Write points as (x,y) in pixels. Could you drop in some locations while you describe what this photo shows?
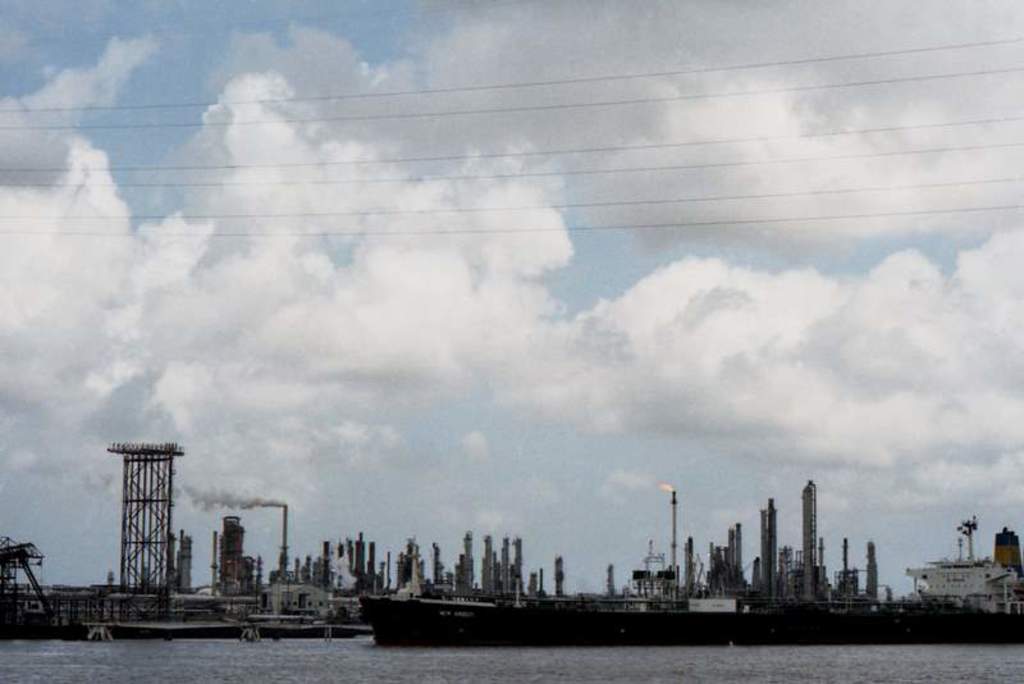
We can see ships (689,617) above the water (711,666), smoke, fire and wires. In the background (596,187) we can see sky (286,285) with clouds (402,216).
